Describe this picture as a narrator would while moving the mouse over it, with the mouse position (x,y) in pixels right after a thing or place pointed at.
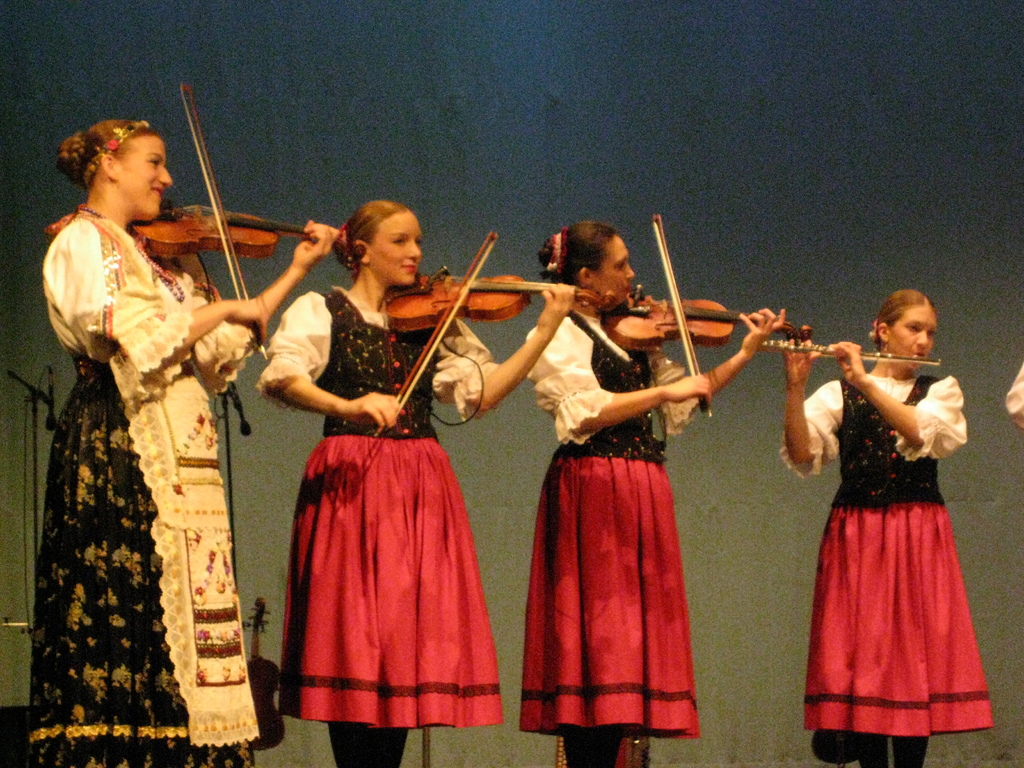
This picture seems to be of inside. On the left (125,323) we can see a Woman (135,215) wearing a frock (132,350), smiling, playing violin (196,237) and standing. In the center (453,339) there are two women (560,343) standing and playing violin (506,294). On the right (898,376) there is a woman (902,578) standing and playing flute (898,358). In the background (943,44) there is a curtain (385,124).
